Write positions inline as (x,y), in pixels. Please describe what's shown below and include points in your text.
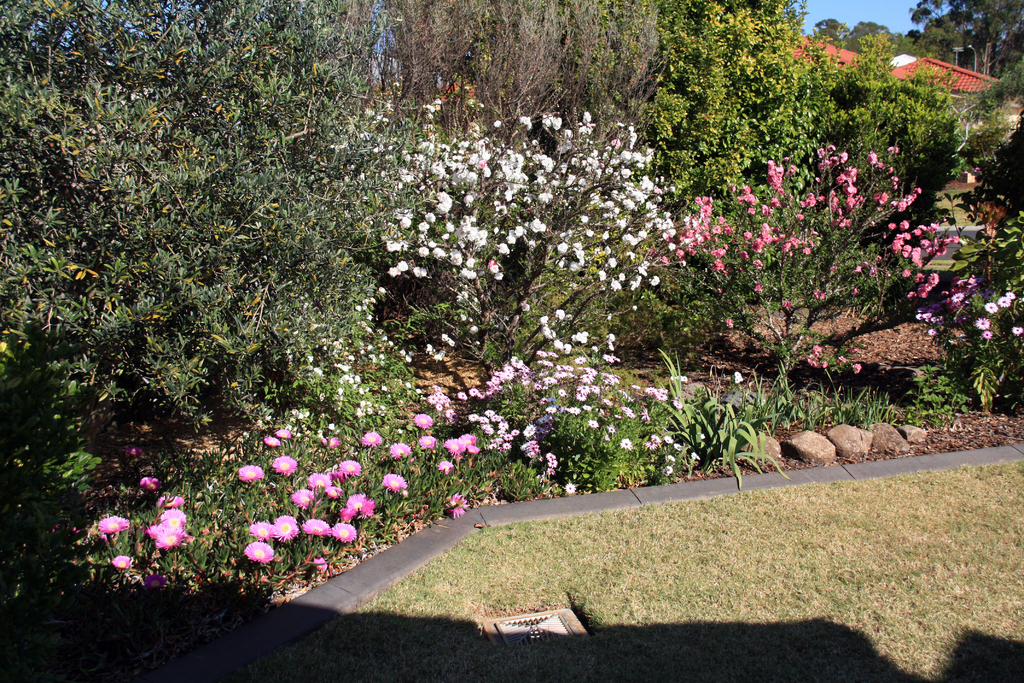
In this image I can see few trees (981,45), houses (950,68), small stones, few flowers (352,528) in pink, white and peach color. The sky (880,16) is in blue color.
